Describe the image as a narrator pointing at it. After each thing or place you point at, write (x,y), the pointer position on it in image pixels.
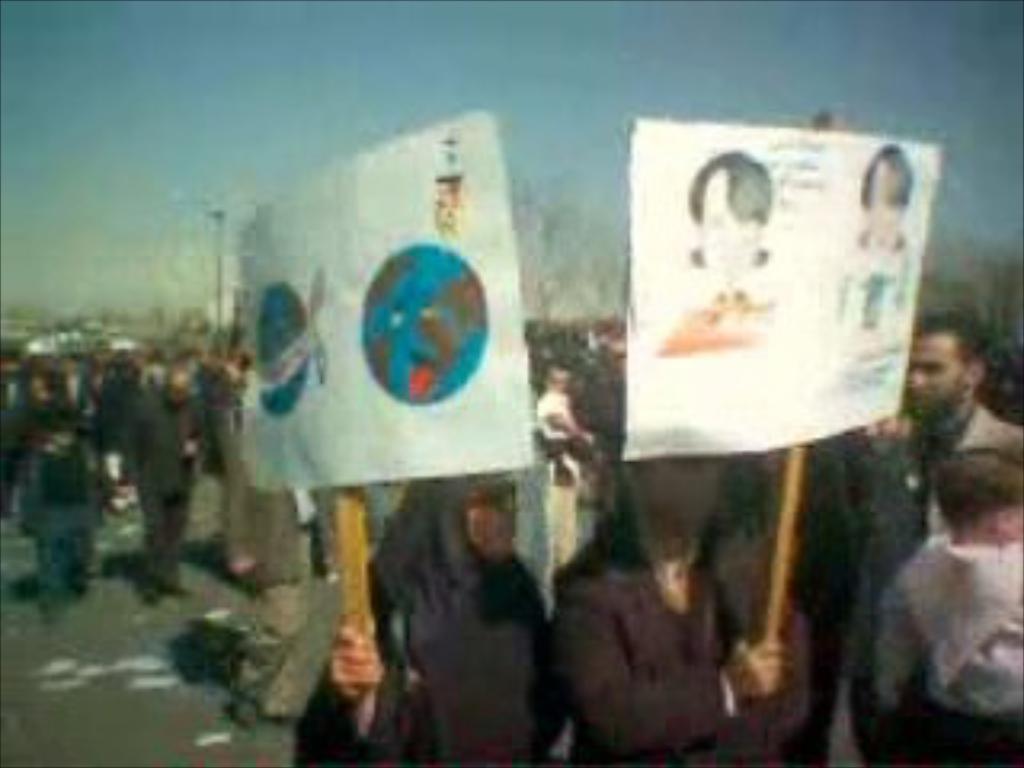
This image is taken outdoors. At the top of the image (496,91) there is a sky (380,127). At the bottom of the image (149,683) there is a road (169,670). In the middle of the image (616,489) many people (230,506) are walking on the road (177,708) and they are holding placards (384,313) with a few images (385,296) and text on them.
